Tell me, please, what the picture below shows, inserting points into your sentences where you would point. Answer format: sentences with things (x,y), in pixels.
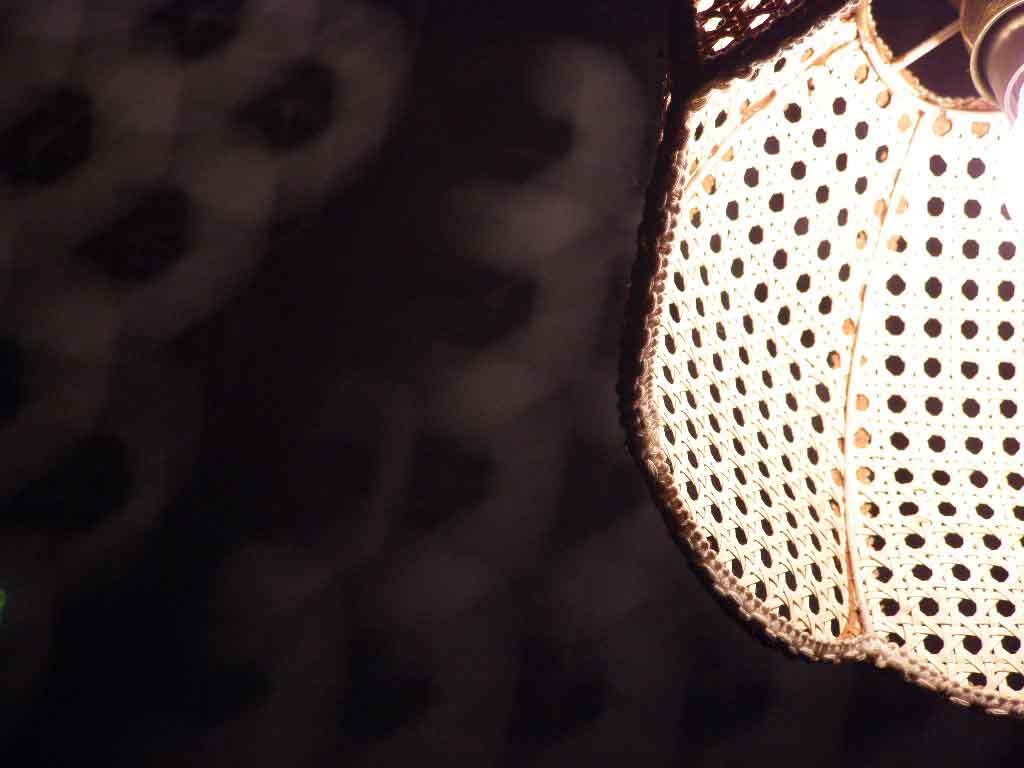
In this picture we can see an object (939,459) and in the background (163,475) we can see it is blurry.
